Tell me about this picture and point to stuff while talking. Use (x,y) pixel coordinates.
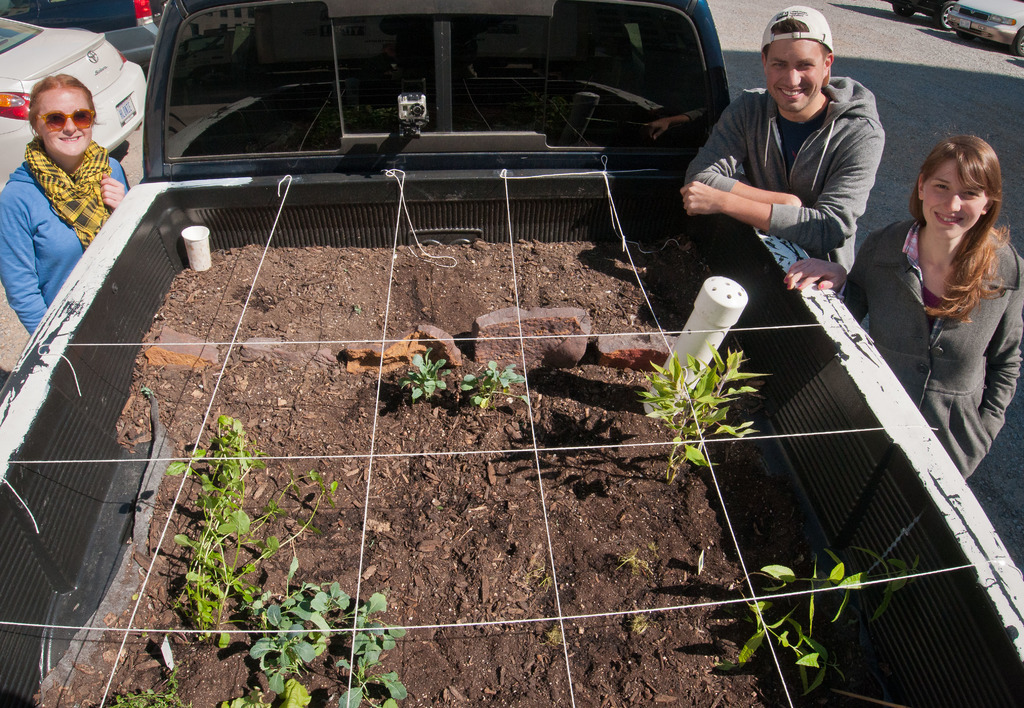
There is a woman (50,217) in blue color t-shirt (42,232), standing and smiling near a vehicle (217,94), which is having a mud (223,306) in the truck (303,198), on which, there are plants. And the vehicle (544,167) is having threads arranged on the truck (874,444). On the right side (802,66), there is a man (812,58) and a woman (957,358) standing and smiling, on the road (983,494). In the background (978,14), there are vehicles (49,49) parked on the road (901,65).
